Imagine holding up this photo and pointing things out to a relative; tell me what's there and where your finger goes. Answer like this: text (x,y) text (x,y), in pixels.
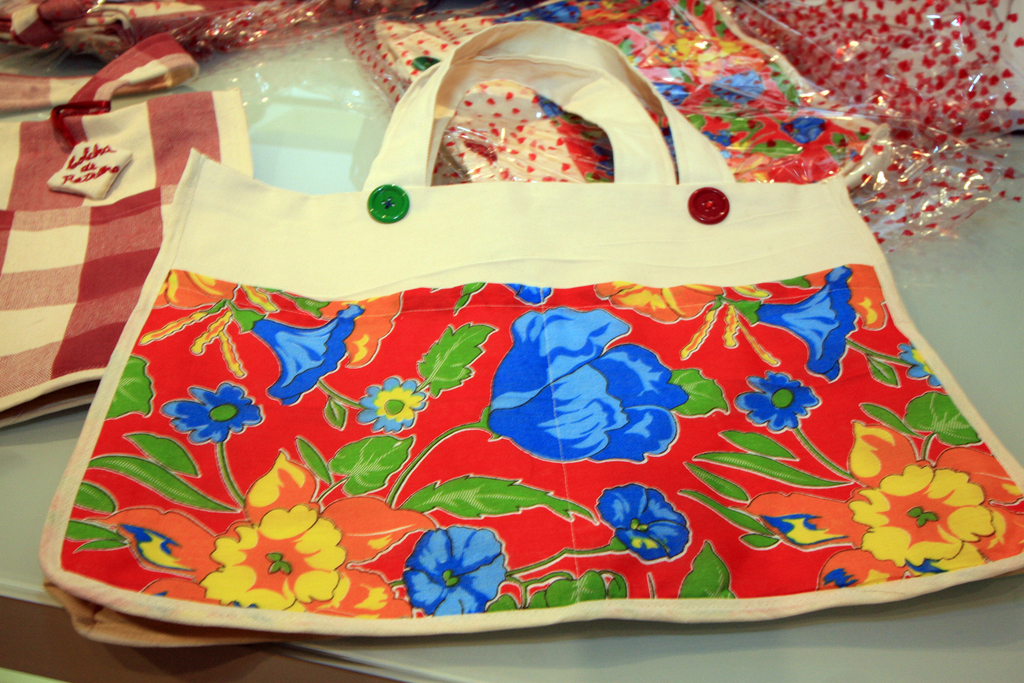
there are cloth bags (277,410). in the front bag (464,372) there are 2 buttons (395,212) which are red and green in color. the bag (391,382) has a floral print (474,441) on it. at the back (901,98) there are covers (895,45).
